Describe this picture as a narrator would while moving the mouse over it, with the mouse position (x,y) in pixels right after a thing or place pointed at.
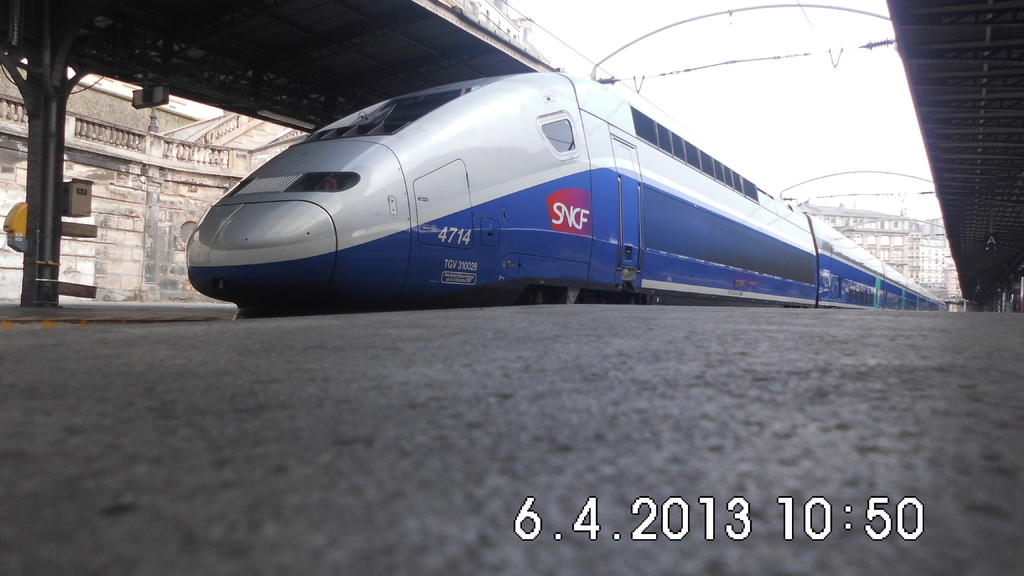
In this image in the middle (552,202) there is a train (612,199). At the bottom (745,450) there is platform (742,404) and text (792,530). On the left (182,137) there is a building (158,183), roof (222,60), pillar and platform (81,303). At the top (820,159) there are buildings (911,234), roof (955,139), cables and sky (725,116).
